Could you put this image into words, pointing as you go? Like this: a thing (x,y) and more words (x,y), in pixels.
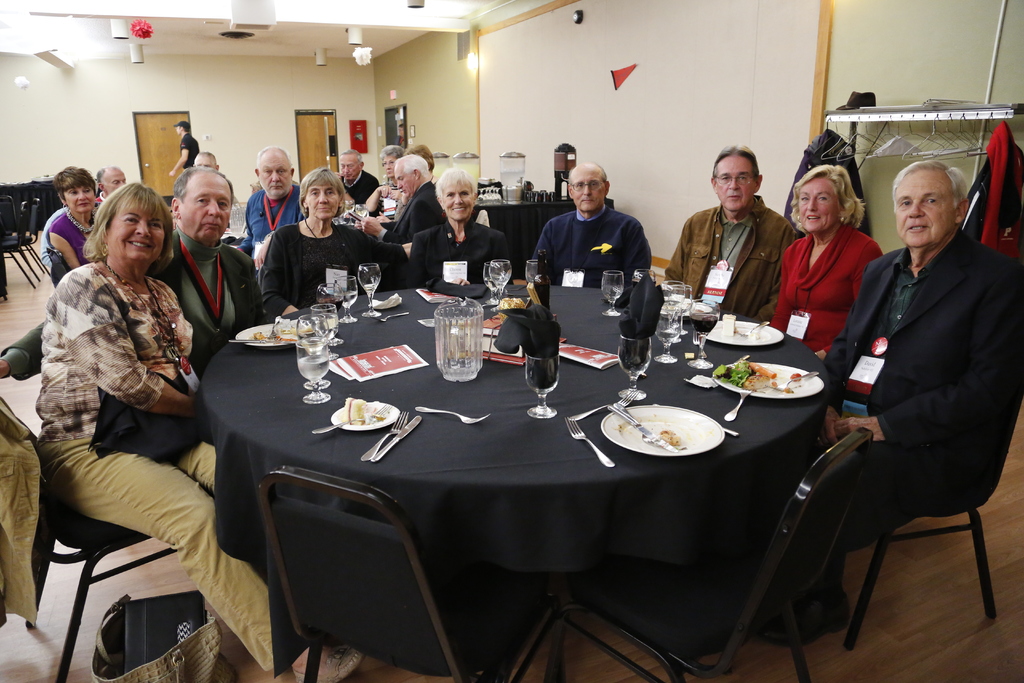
In this image there are group of persons (877,457) sitting. In the front (544,448) there is a table (488,450), on the table (477,439) there are plates (615,422), spoons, forks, glasses (538,370), tissues (535,357), and there are papers (392,349) and there is a jar (475,347) and the woman (135,357) sitting on the left side (96,364) is smiling. In the background (181,159) there is a person (189,153) walking and on the right side (795,109) there is a board (692,85) which is on the wall (753,71) and there are doors (310,128) in the background (168,121).
